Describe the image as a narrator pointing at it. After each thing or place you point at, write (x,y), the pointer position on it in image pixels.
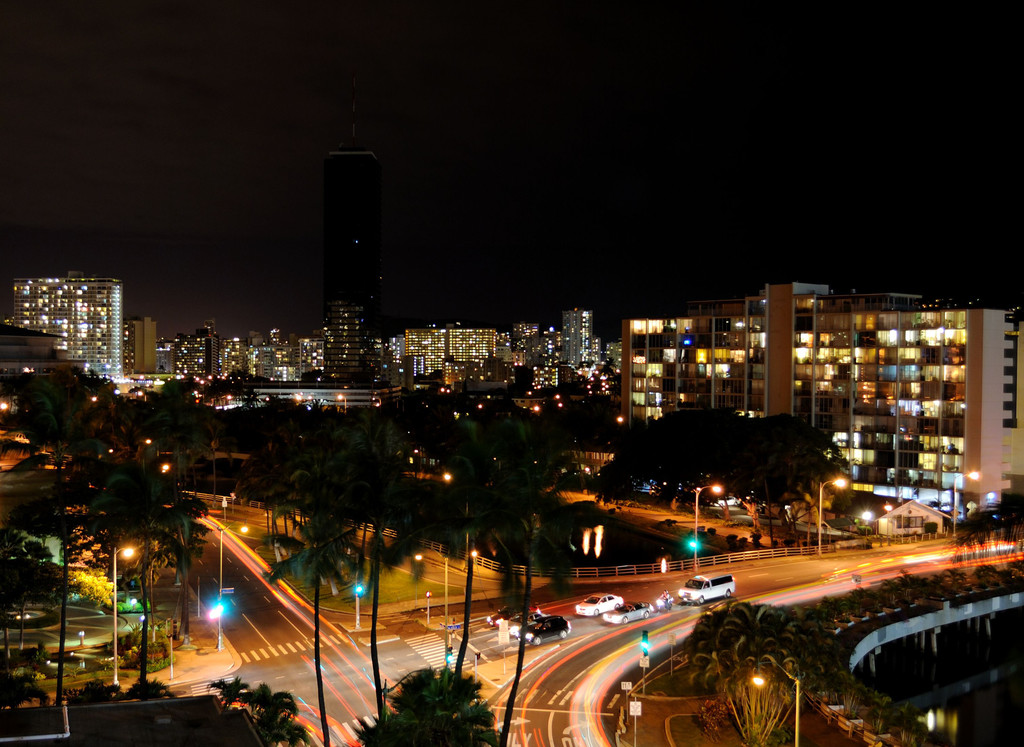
In this image I can see buildings (285,359). There are trees (283,732), roads (401,634), vehicles (611,622), lights (212,527), boards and in the background (493,208) there is sky (411,119).
